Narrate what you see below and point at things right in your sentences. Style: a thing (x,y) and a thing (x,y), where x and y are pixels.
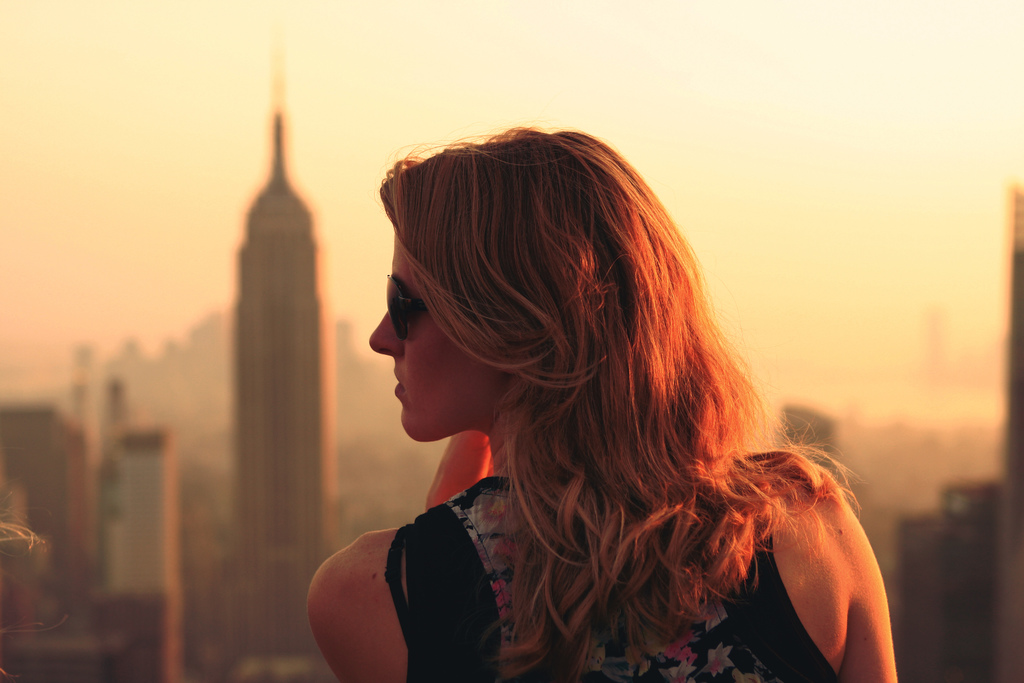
In this picture we can see a woman (882,647) and few buildings (305,303) in the background (257,406).
